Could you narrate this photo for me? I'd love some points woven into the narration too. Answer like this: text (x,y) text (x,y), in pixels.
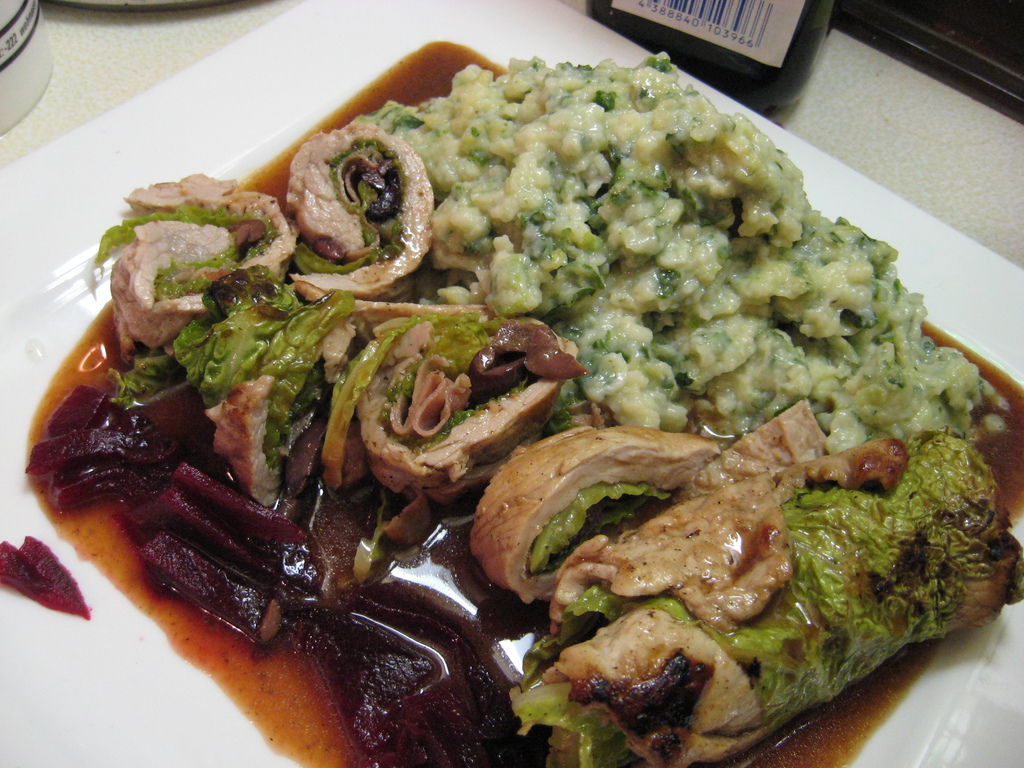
In this image there is a table (55,66) and we can see a plate (65,210) containing food (646,393) and some objects (695,61) placed on the table (988,206).
